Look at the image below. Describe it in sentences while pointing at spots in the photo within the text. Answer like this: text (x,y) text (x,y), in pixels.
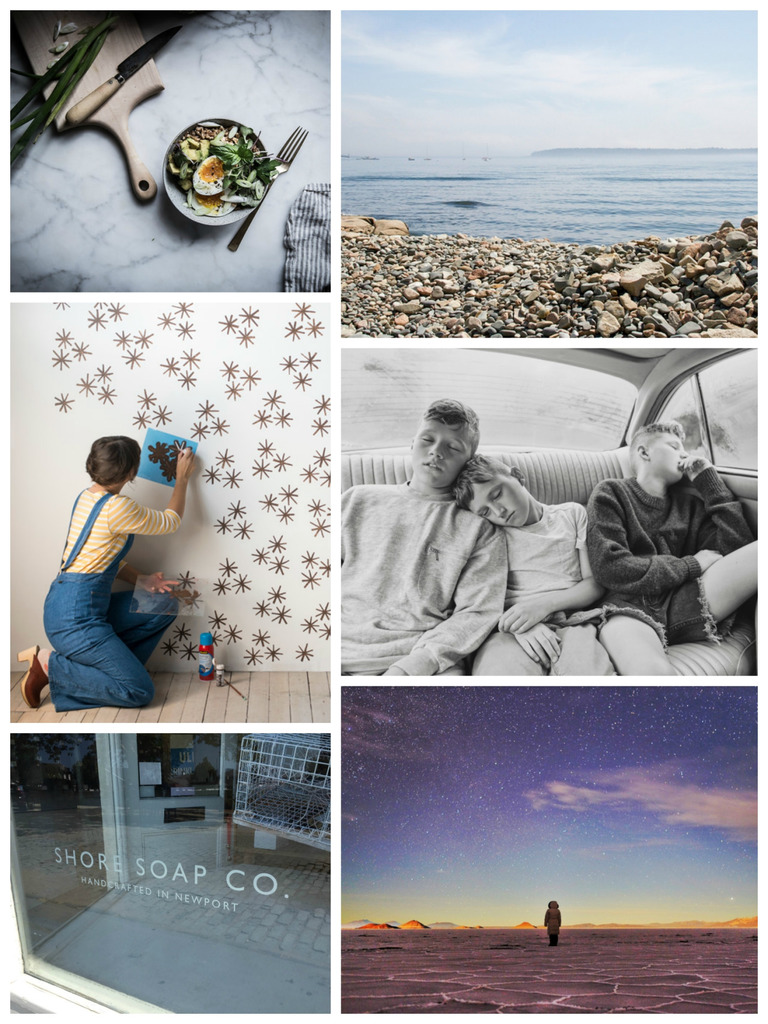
This is a collage picture. Here we can see a plate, fork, food (222,159), knife (97,98), water (449,173), stones (636,244), and sky (660,142). There are three persons (580,631) inside a vehicle (567,458) and there is a woman (98,531). Here we can see a wall (245,530) and a bottle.
